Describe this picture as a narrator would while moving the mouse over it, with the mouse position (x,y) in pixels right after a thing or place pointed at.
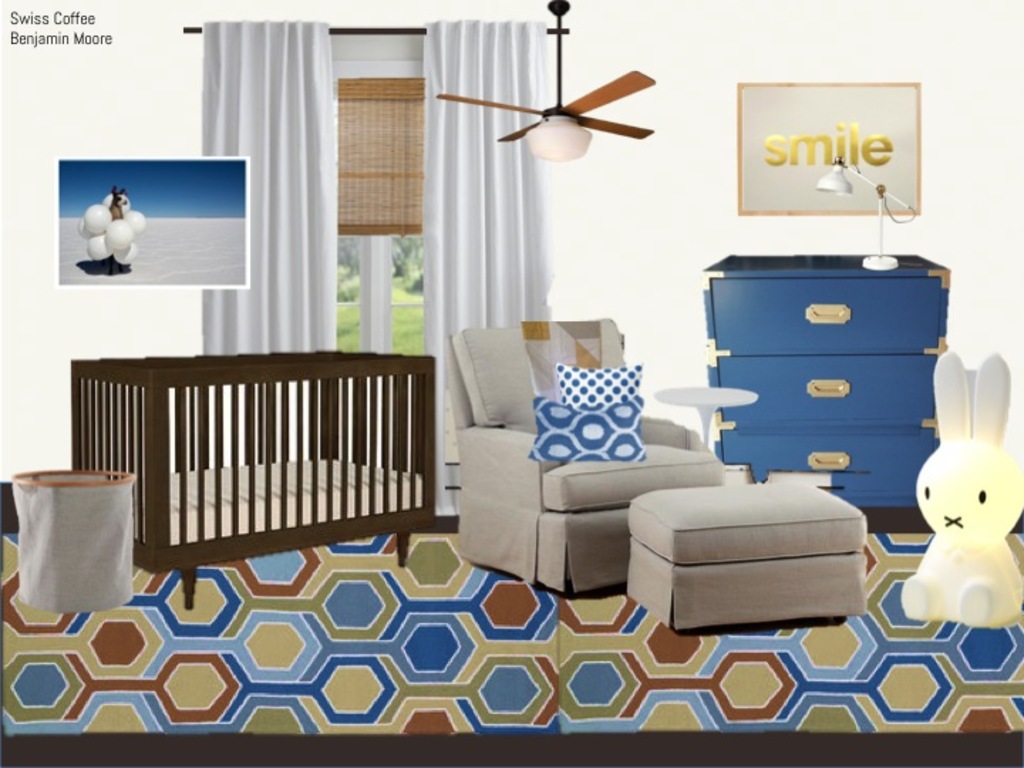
In the center of the image (477,502) we can see a sofa (459,512), one wooden object (208,481), tables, drawers (809,380), pillows (620,437), one toy (1013,485) and a few other objects (855,563). In the background (592,187) there is a wall (592,196), fan (629,128), glass window (413,283), posters (794,109), curtains (511,185) and a few other objects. At the top left side of the image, we can see some text (17,37).
